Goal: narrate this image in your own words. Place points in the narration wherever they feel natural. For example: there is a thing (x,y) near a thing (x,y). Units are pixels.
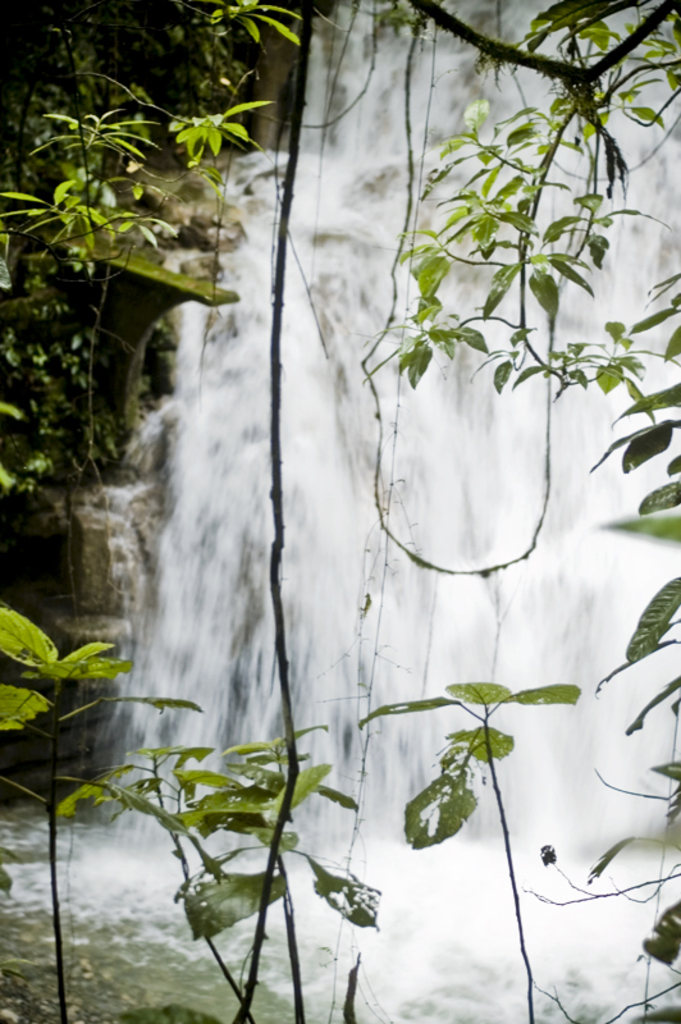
In this picture I can see the waterfall (347,564). I can see trees (583,90).
